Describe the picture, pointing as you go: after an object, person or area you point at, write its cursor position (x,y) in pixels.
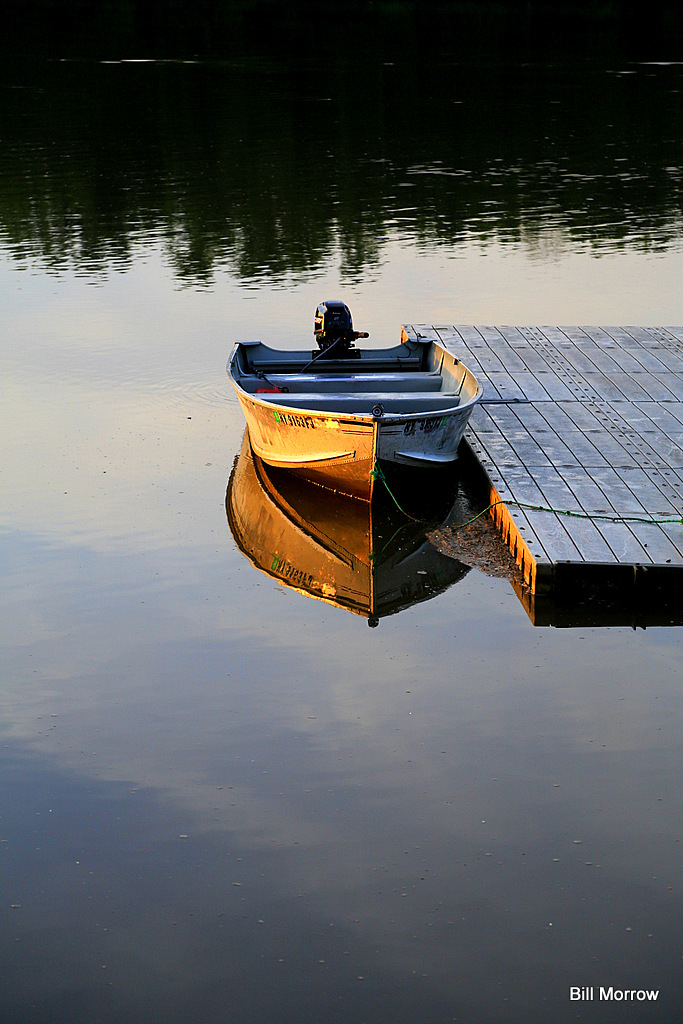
In this picture we can see a boat (356,442) here, behind it there is a raft (540,403), at the bottom (357,907) there is water (440,943), we can see some text (586,999) here.
